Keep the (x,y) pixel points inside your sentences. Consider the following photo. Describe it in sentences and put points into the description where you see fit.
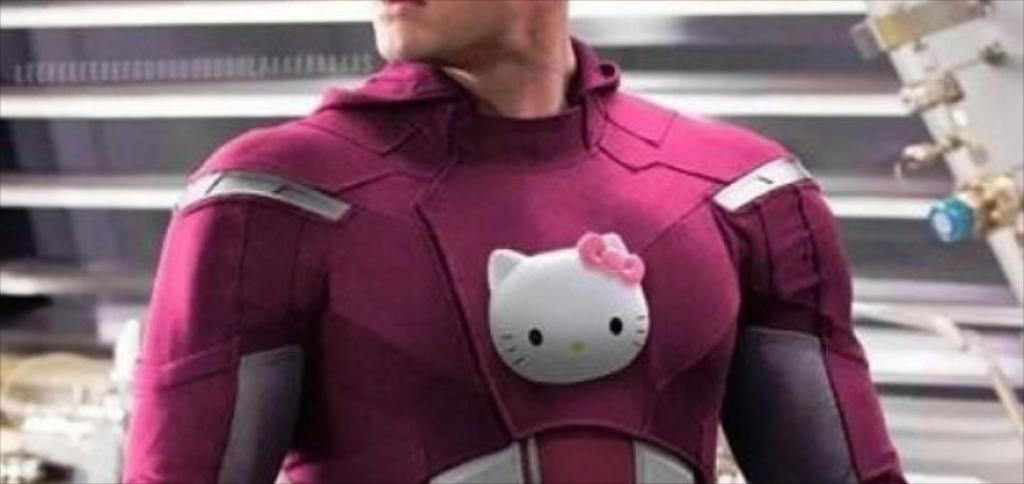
In this image I can see a person (462,188) in red colour dress (497,148).
